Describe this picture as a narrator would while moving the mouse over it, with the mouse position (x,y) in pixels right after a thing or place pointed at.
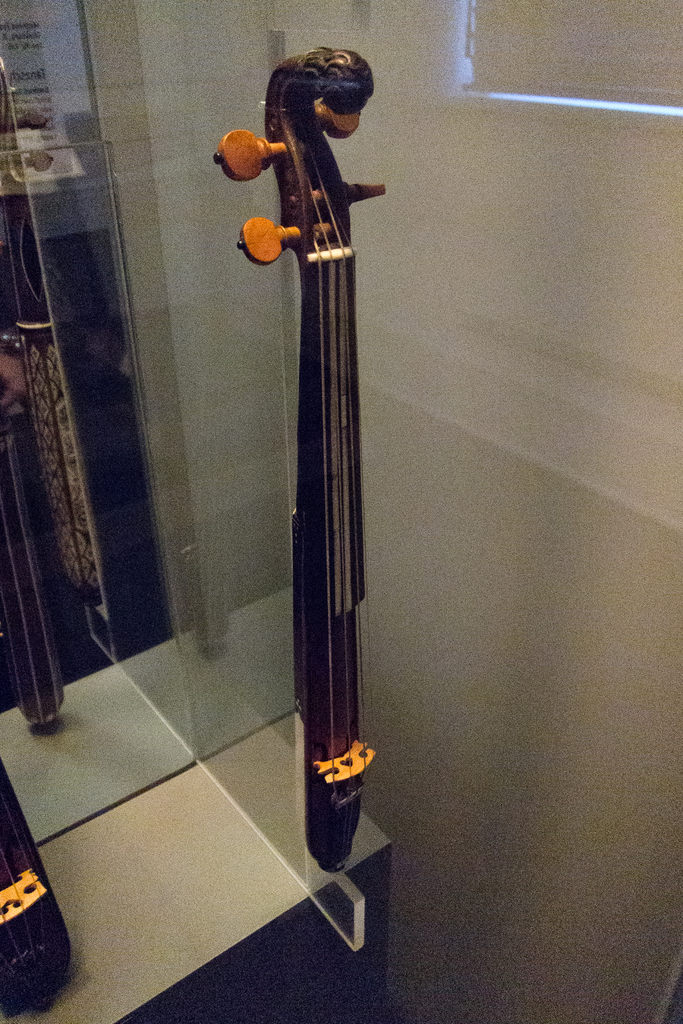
In this image I can see the musical instruments (45,676) which are in brown and black color. In the background (183,244) I can see the glass (222,326) and the wall (377,80).
